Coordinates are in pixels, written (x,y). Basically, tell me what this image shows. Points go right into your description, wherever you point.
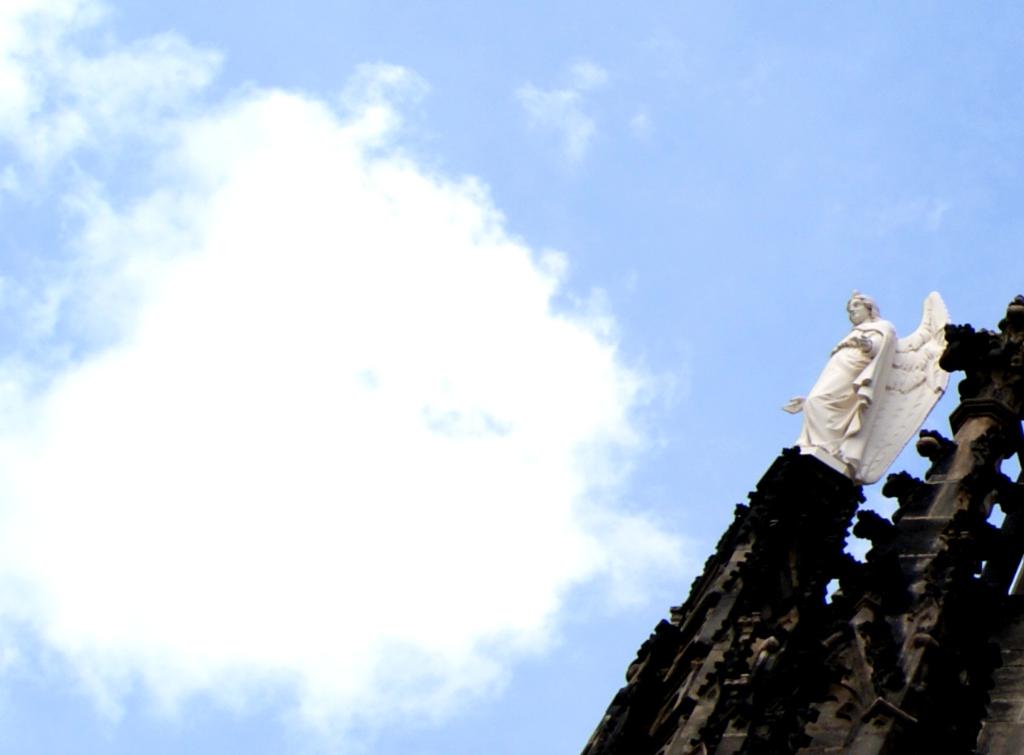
In this image we can see a statue (862,398) with wings (916,383) attached to it placed on top of a building (898,570). In the background (574,723), we can see the cloudy sky (560,282).
